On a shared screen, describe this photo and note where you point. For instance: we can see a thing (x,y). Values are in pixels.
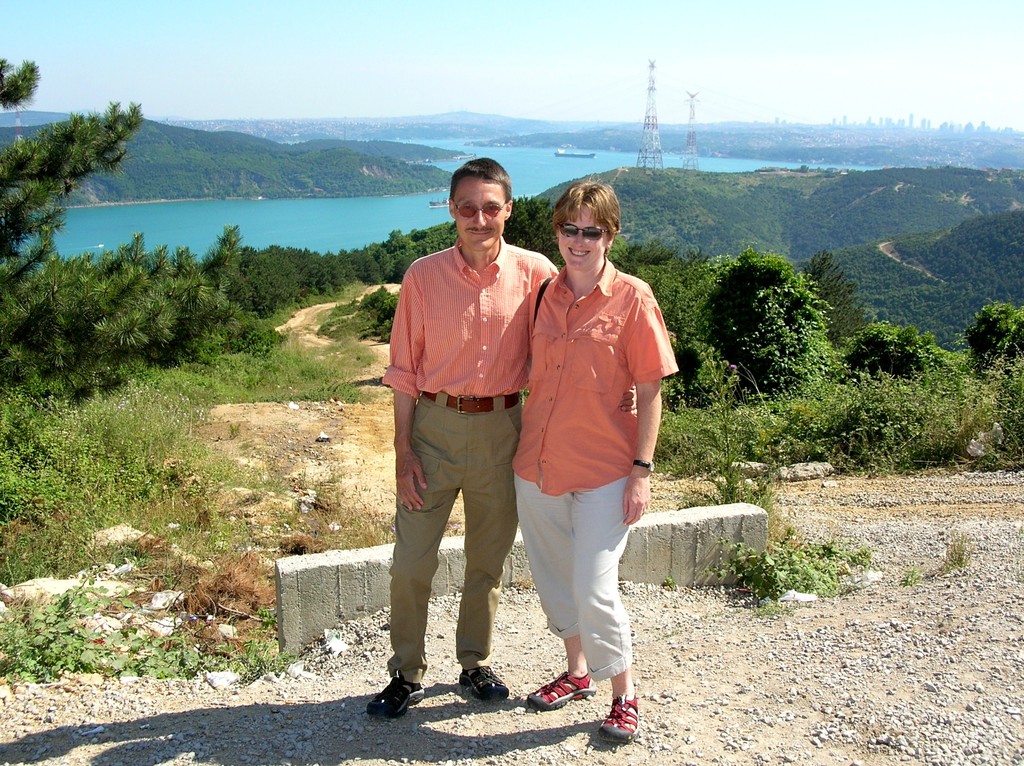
In the image we can see a woman (575,363) and a man (506,358) standing, they are wearing clothes (550,270), spectacles (577,233) and sandal (478,692). These are the stones (899,668), grass (173,537), trees (153,303), water (317,243), mountain (226,154), boat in the water (535,152) and a sky (421,28). There are electric poles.
